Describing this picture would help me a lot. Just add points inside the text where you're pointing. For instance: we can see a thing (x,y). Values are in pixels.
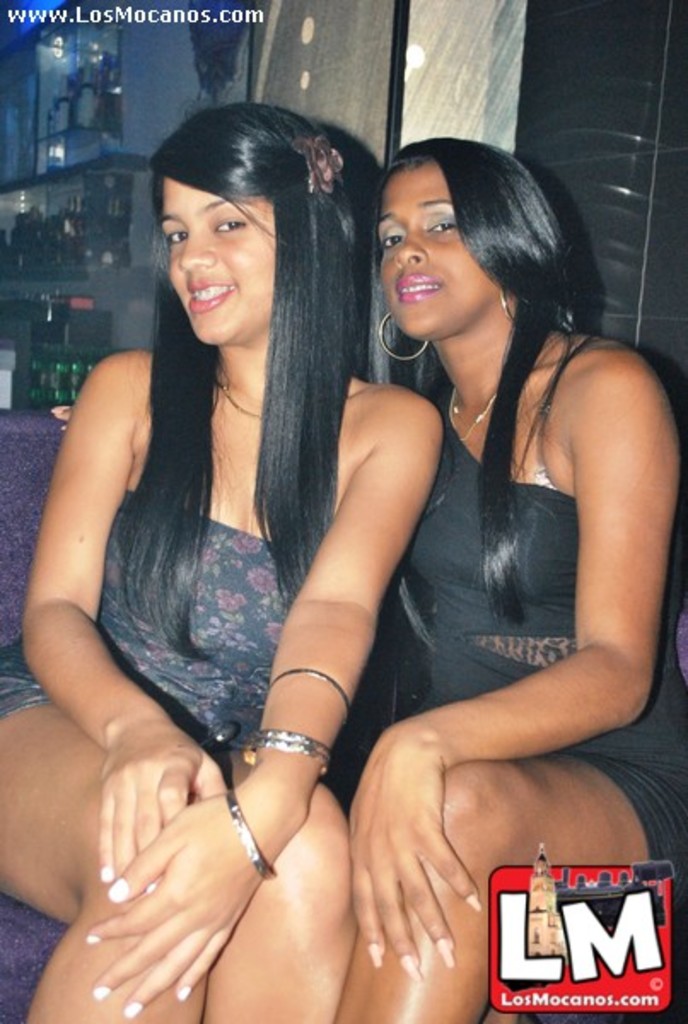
In this image I can see two women (302,548) sitting on a couch (29,520) which is violet in color wearing dresses (241,566). In the background (284,79) I can see the wall (128,117).
